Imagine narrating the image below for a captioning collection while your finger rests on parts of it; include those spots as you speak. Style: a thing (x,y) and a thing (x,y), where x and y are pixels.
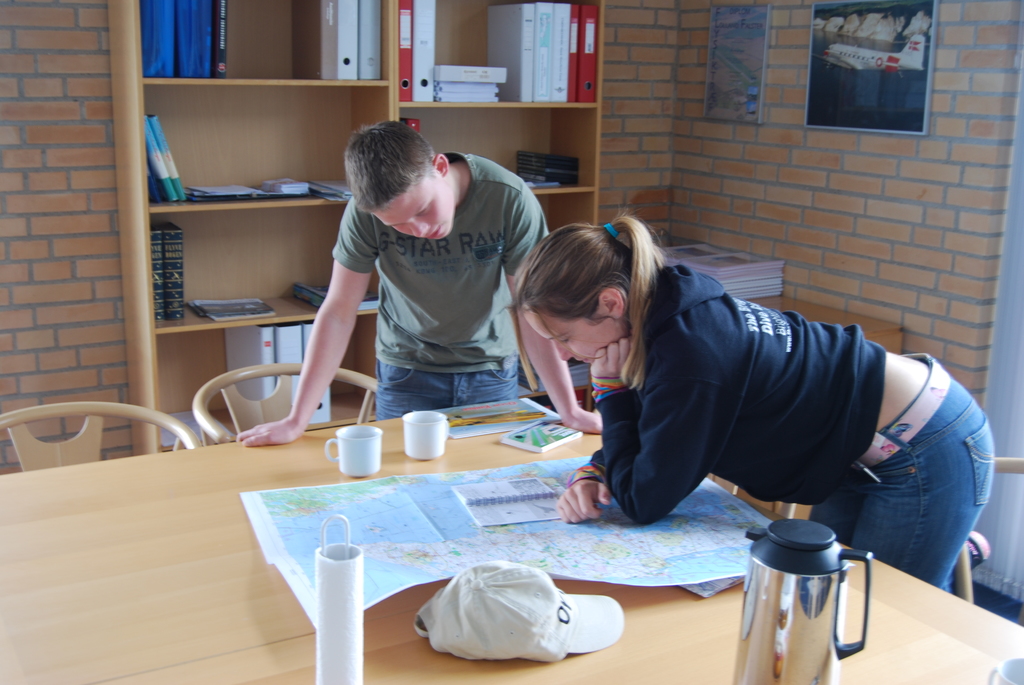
In the image we can see there are people (769,376) who are standing and on the table (203,515) there is a map (462,556) in a sheet of paper (542,542) and there is a jug (782,651) and a roll of tissue paper (353,582) and there are two cups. At the back (314,223) there is a shelf (308,203) in which there are books (495,57) kept.
